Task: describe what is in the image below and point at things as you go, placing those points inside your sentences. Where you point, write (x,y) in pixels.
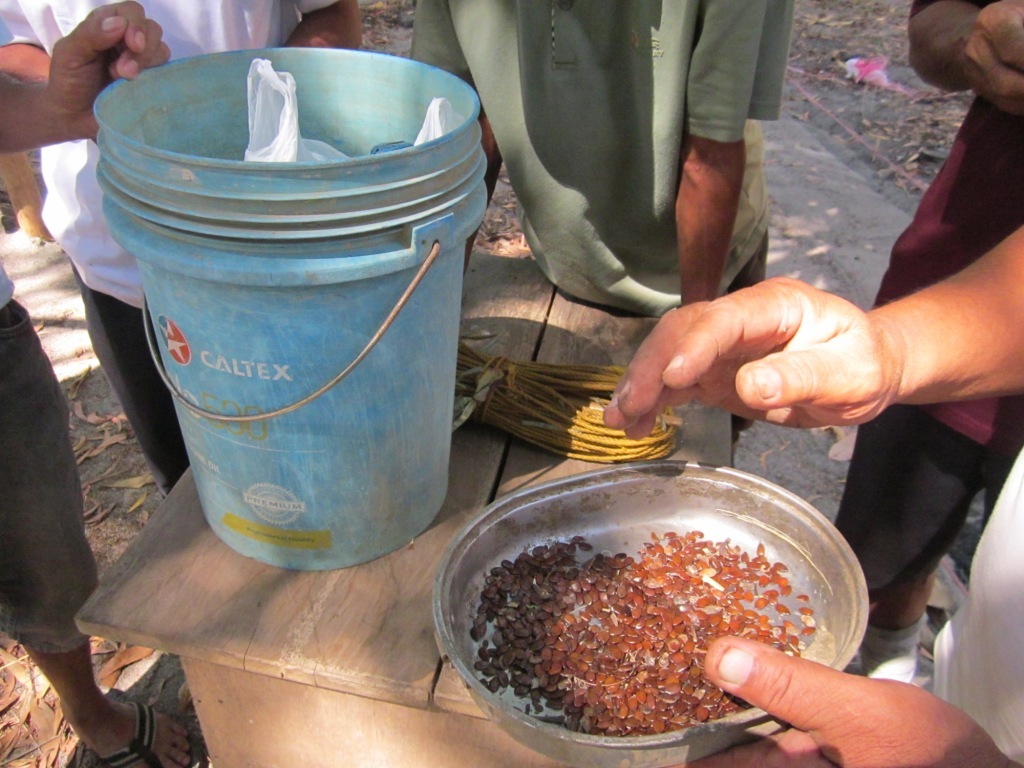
There are few people (441,48) standing. This is the wooden table (259,602). I can see a bucket (433,424) and a wire (523,382), which is placed on the table (391,558). I can see a person (970,589) holding a bowl (525,505) with some kind of seeds (624,644) in it.
